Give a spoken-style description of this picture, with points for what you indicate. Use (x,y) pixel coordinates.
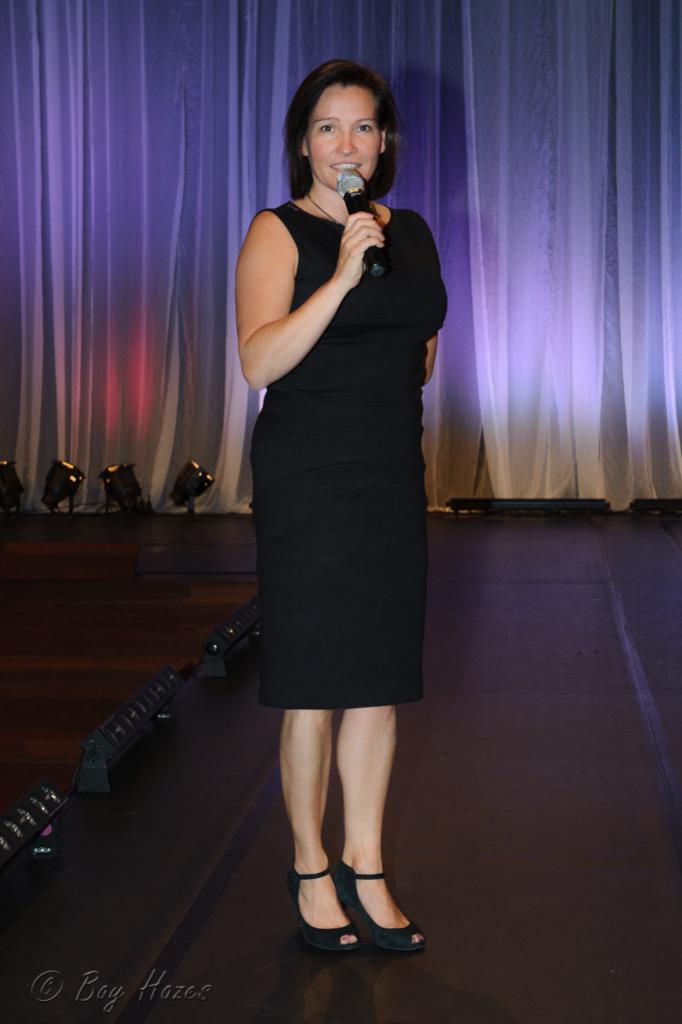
In this picture there is a woman (372,442) with black dress (366,307) is standing and holding the microphone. At the back (459,109) there is a curtain (397,170) and there are lights (181,477). At the bottom (486,764) there is a floor (531,802) and there are objects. At the bottom left (162,972) there is text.
